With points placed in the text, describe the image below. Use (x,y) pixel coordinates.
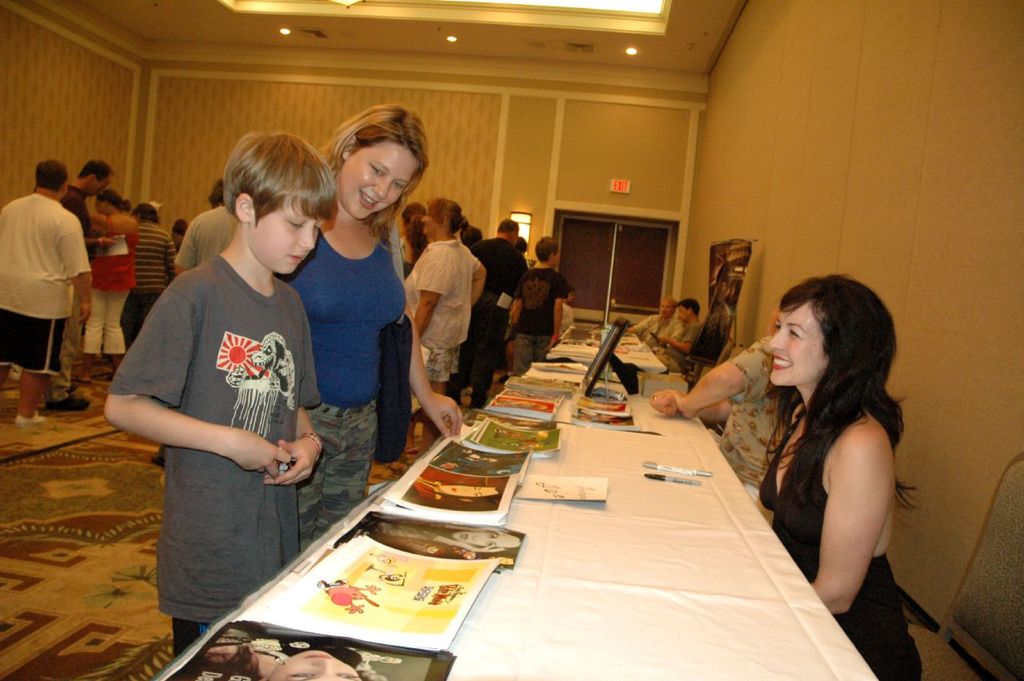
The picture is inside a hall (102,88). There is a long table (513,595) on the table (511,608) there are many paintings (445,520). Around the table (525,545) there are many people (404,311). On the right (832,520) a lady (832,520) wearing a black dress (801,499) is sitting on a chair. She is smiling. In the background (753,332) there is a wall (454,128) a door (640,242) on it there is a exit sign (621,183). There are lights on the ceiling (441,28).
